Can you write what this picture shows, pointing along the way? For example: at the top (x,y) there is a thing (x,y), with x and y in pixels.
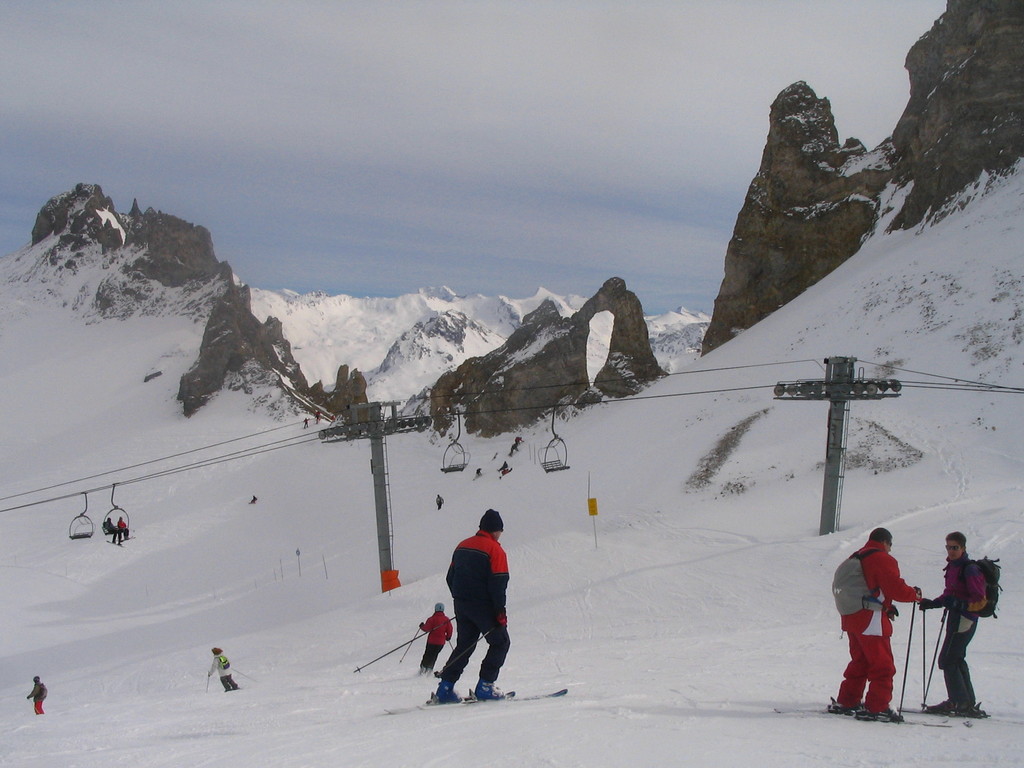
In the picture I can see these people (428,658) wearing sweaters (963,597) are skiing on the snow (586,677) using skis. Here I can see ropeway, mountains (868,233) and the cloudy sky (424,234) in the background (416,301).
